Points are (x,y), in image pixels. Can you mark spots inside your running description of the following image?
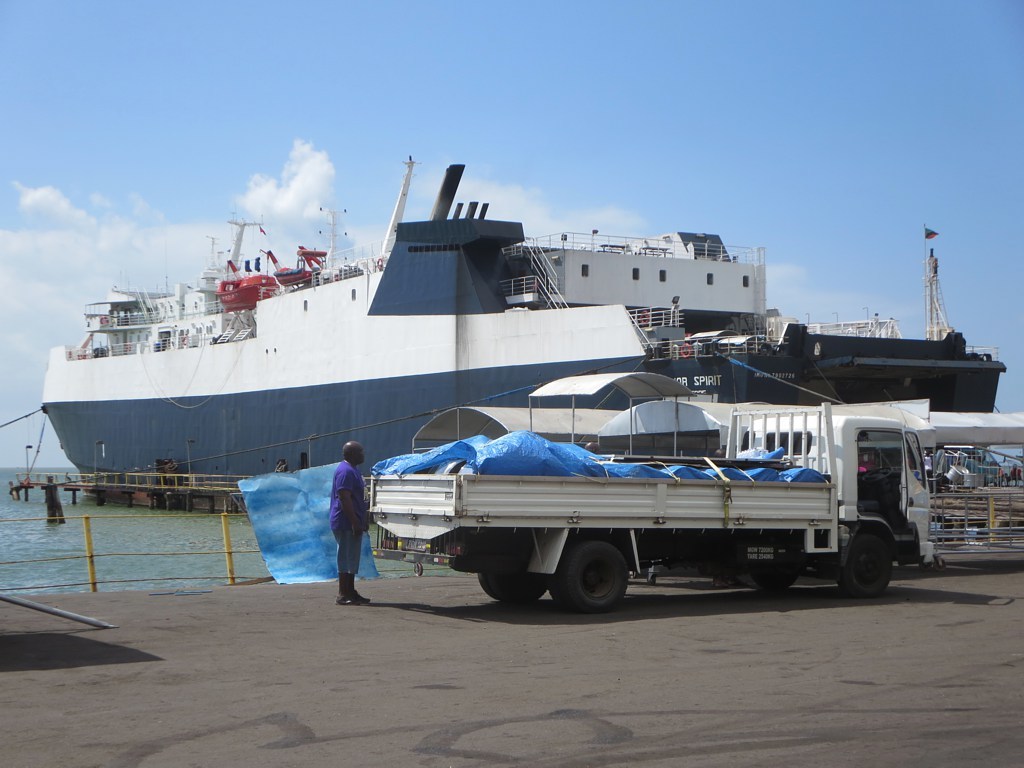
In this image we can see a person (359,532) standing, a vehicle (860,561) parked on the ground (365,593). In the center of the image (656,400) we can see some sheds (643,436), a ship (395,418) with some poles (936,334), railings (536,284) and staircase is placed in the water (132,533). In the background (215,63), we can see a flag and the sky (308,10).
